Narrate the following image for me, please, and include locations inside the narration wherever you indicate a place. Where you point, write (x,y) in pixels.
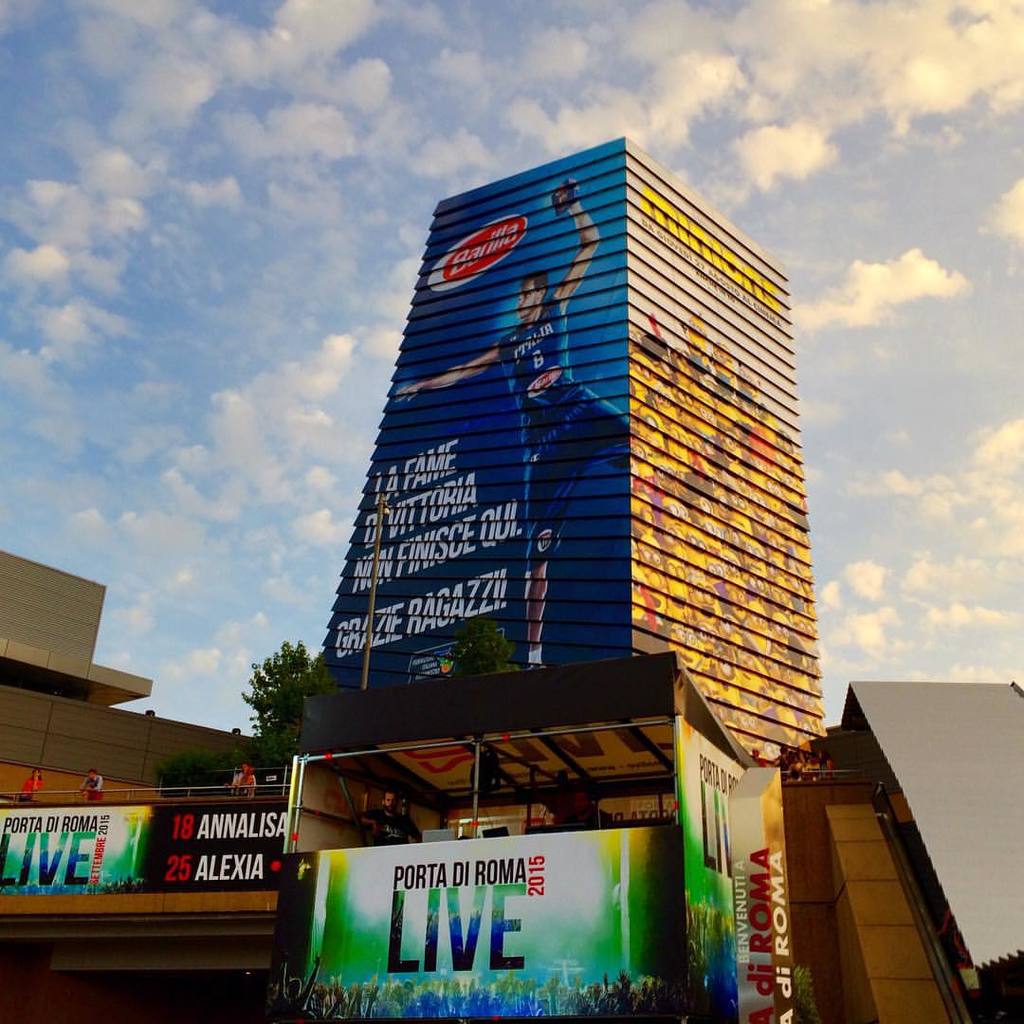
At the bottom of the picture (542,796), we see a stage (452,794) in black, white, green, yellow and blue color. On the right side (894,687), we see a building (903,752) in grey color. On the left side (247,919), we see a bridge (255,906) and the people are standing. We see a banner (159,877) in white, black, yellow, green and blue color with some text (245,856) written on it. There are trees (281,690), buildings (91,752) and a pole (364,669) in the background (348,651). At the top (286,258), we see the sky (319,193) and the clouds (517,123).
